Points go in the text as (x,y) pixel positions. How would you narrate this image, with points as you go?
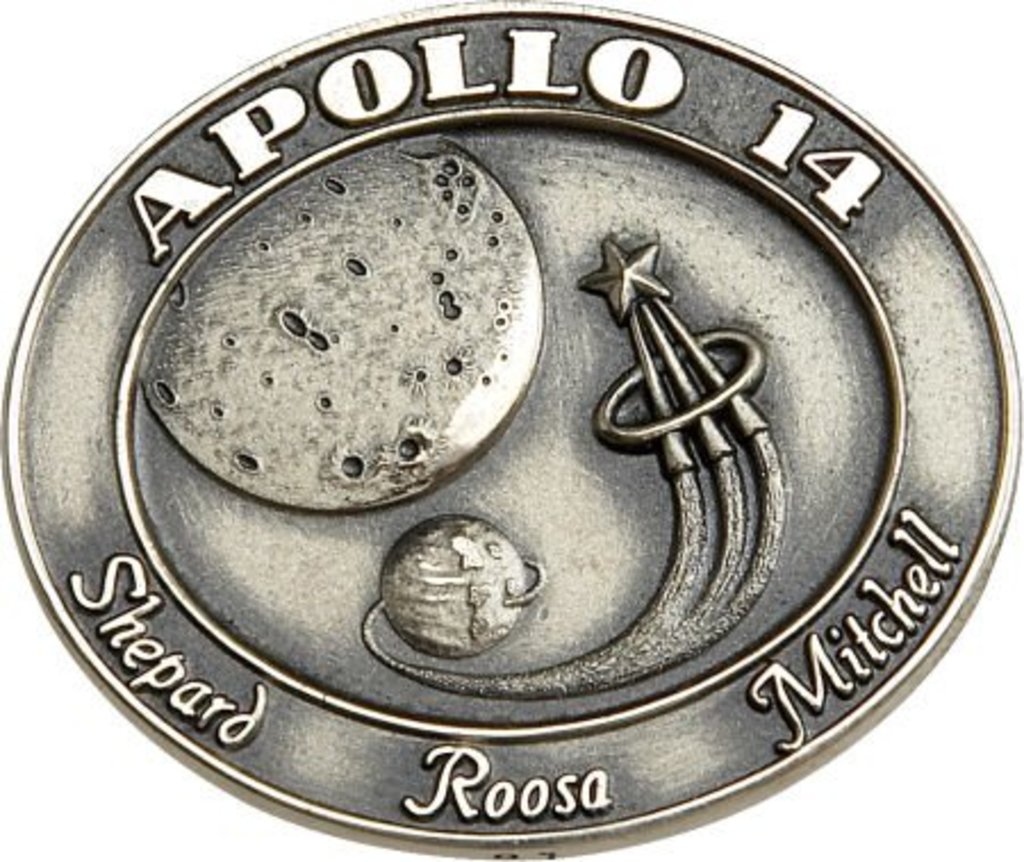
In this picture there is a medallion (472,359) in the center of the image (479,332), on which it is written as apollo.
